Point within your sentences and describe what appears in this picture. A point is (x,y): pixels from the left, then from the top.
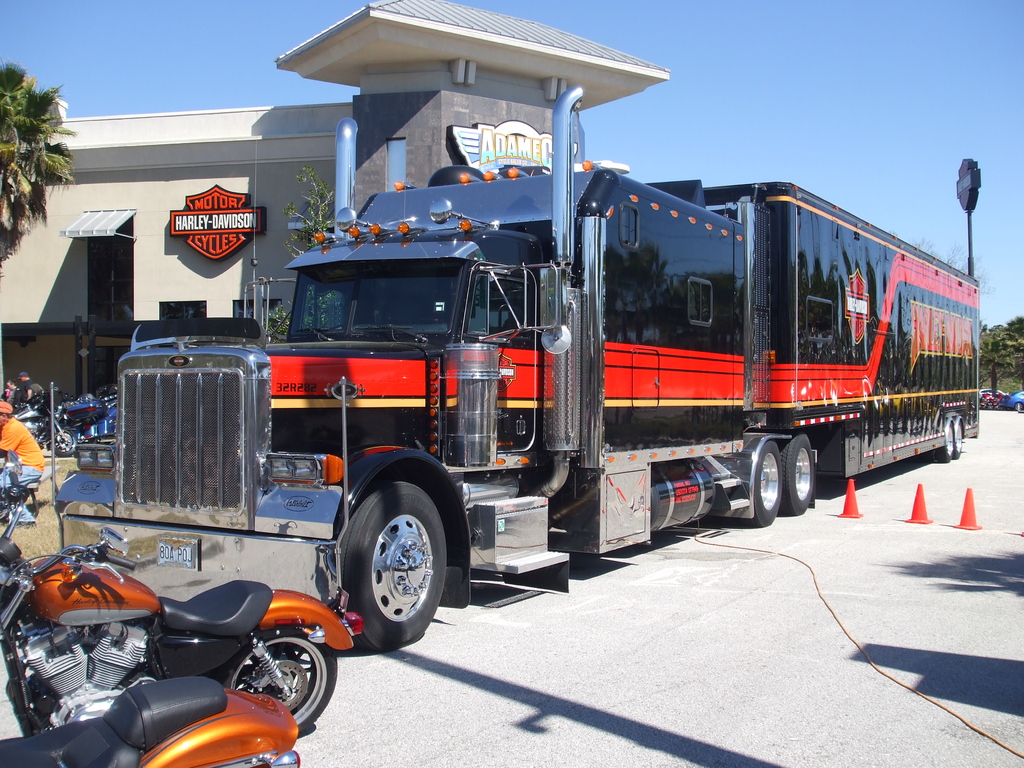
In this image I can see a black color vehicle (484,379) on the road (697,529) which is facing towards the left side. In front of this there are some bikes (42,598) and I can see a person (25,446) wearing orange color t-shirt (12,447) and sitting on a bench (40,480). In the background (94,282) there is a building (85,210) and a tree (14,119). On the right side (991,375), I can see some trees (996,352) and a pole (970,213). On the top of the image (845,75) I can see the sky (820,73).
